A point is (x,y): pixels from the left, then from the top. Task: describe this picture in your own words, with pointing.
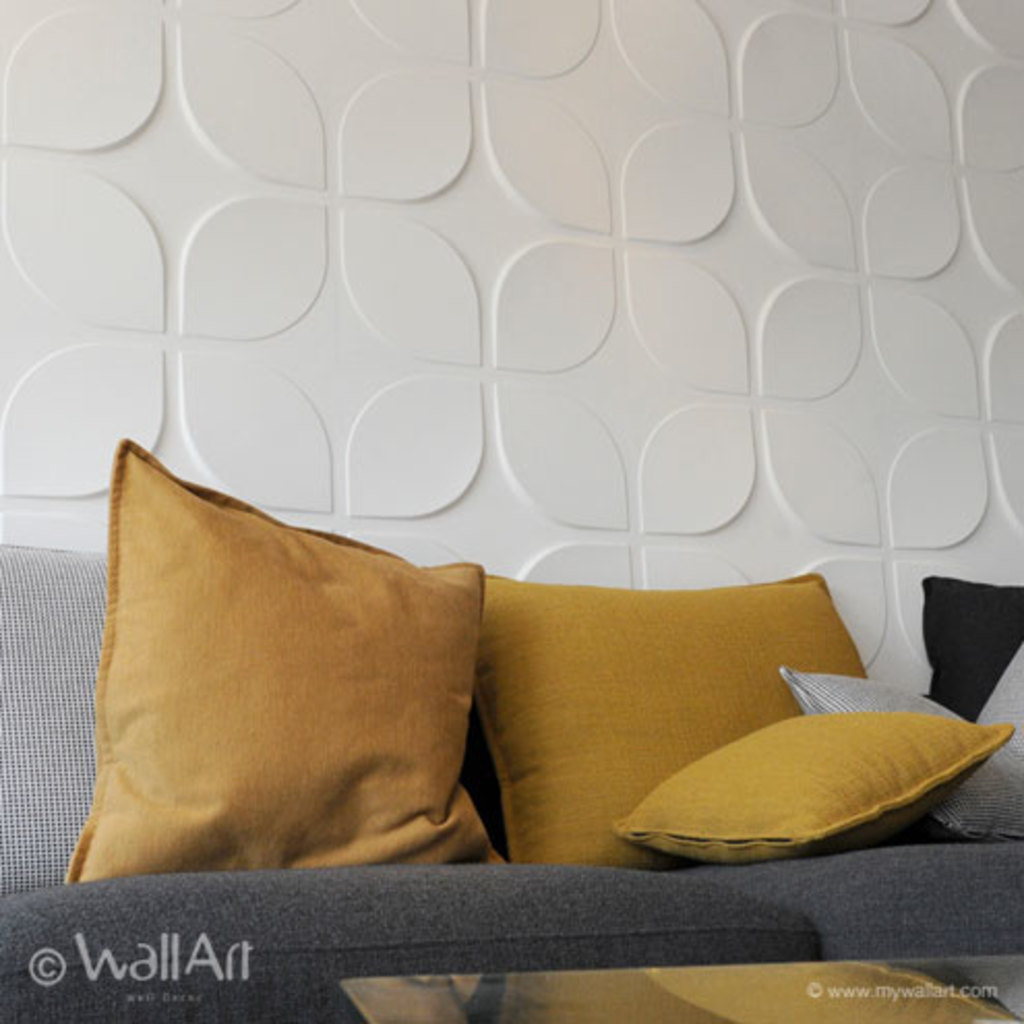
This is a white colour wall (643,160) with different design (821,336). Here we can see a sofa (901,877) with cushions (508,701) on it. This is a glass table (754,999).
